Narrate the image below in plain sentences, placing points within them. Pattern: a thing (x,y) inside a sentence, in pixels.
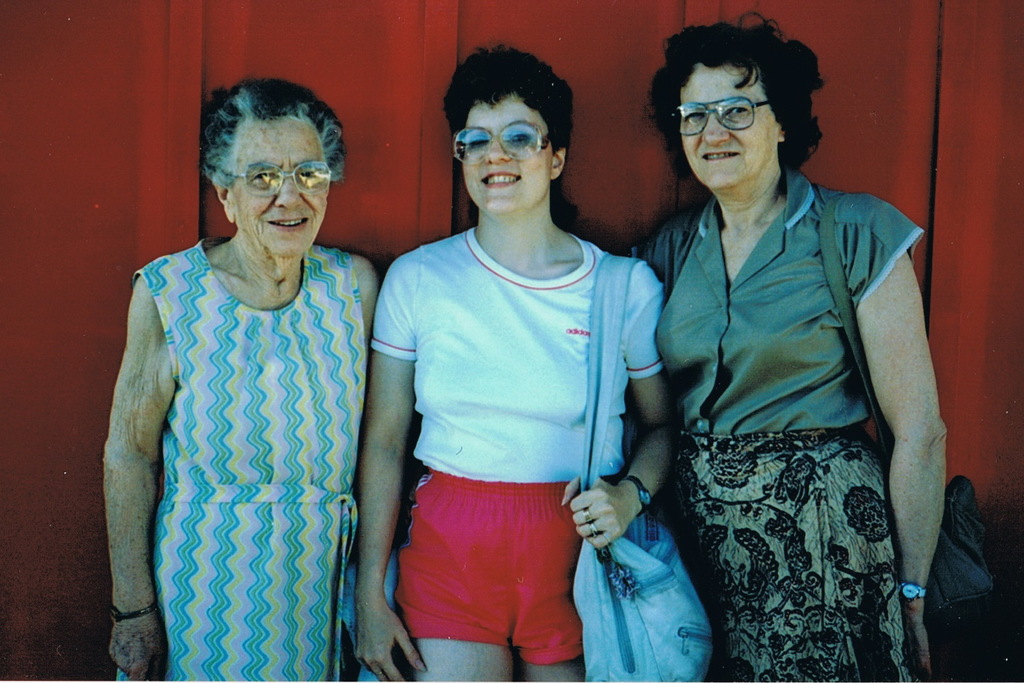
In this picture I can see 3 women (704,380) standing in front (146,649) and I see that, the woman (562,328) in the middle (455,295) and the woman (703,295) on the right (961,571) are carrying bags (982,544). In the background (165,42) I can see the red color thing (851,161) and I can also see that these 3 women (285,147) are smiling.
